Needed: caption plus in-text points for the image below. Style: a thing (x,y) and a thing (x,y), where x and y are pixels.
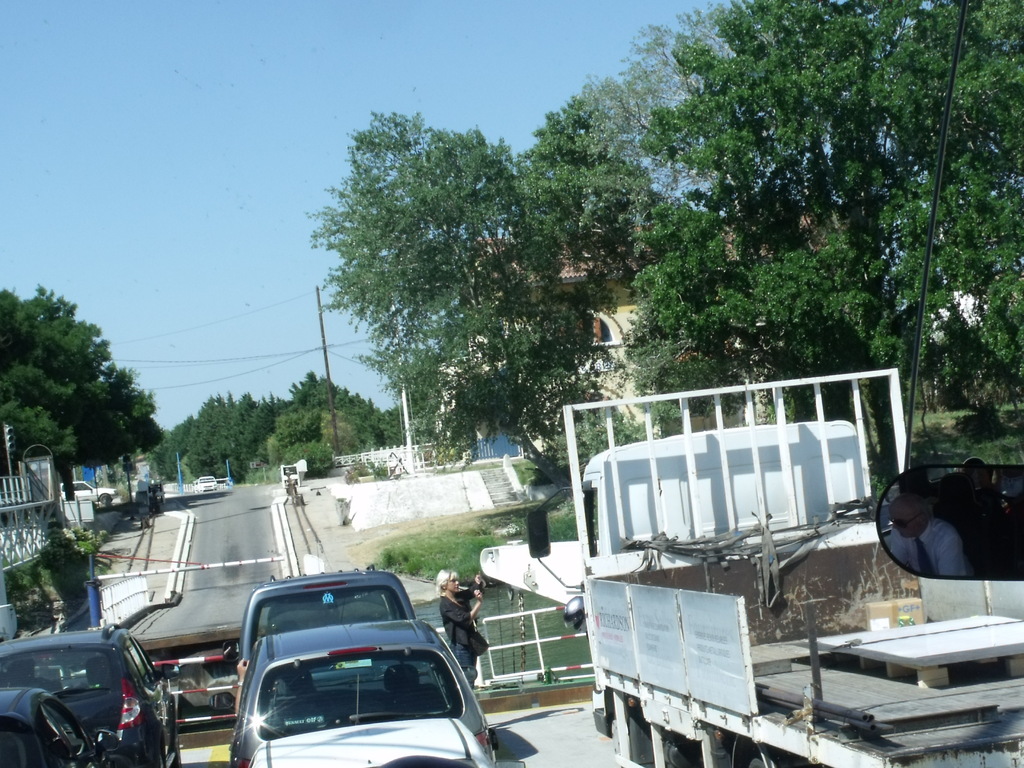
In this picture we can see few vehicles (409,671) on the road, in front of the vehicles (602,581) we can find a woman (475,622), in the background (503,606) we can see water (550,632), trees (365,408), poles (335,416) and buildings (600,366).
